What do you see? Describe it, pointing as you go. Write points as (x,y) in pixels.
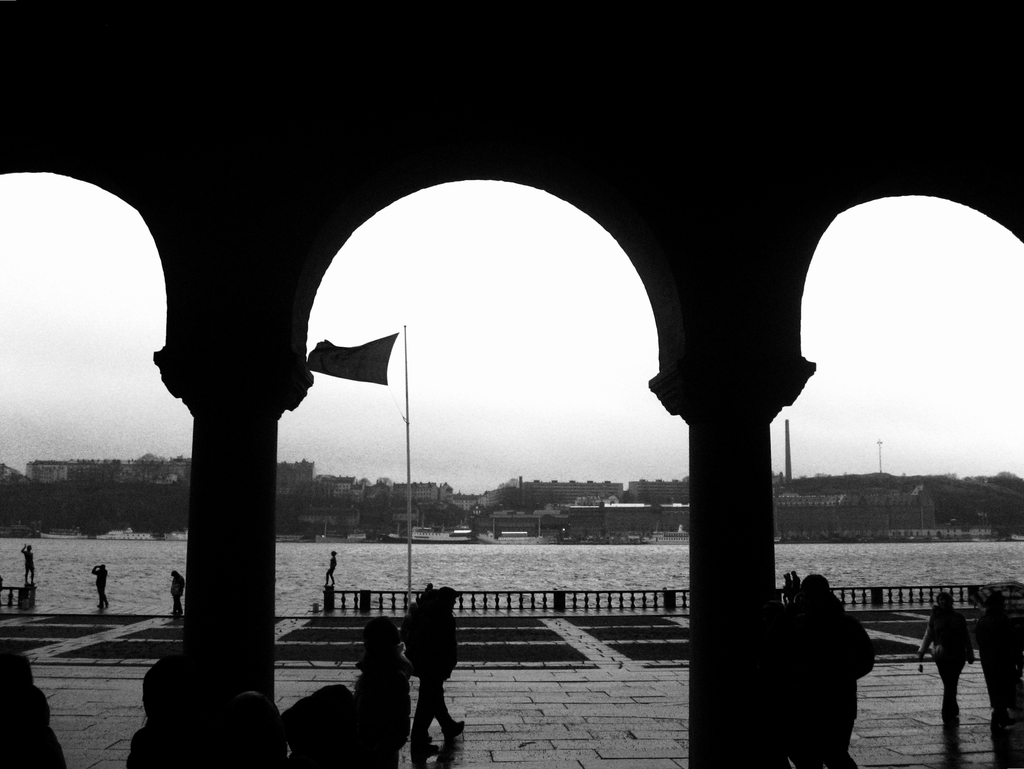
It is a black and white picture, there is a river (387,578) and beside the river (301,594) there is a walkway (106,663) and some people (10,666) are walking on that and on the other side of the river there are some houses (519,484) and buildings (685,485).
